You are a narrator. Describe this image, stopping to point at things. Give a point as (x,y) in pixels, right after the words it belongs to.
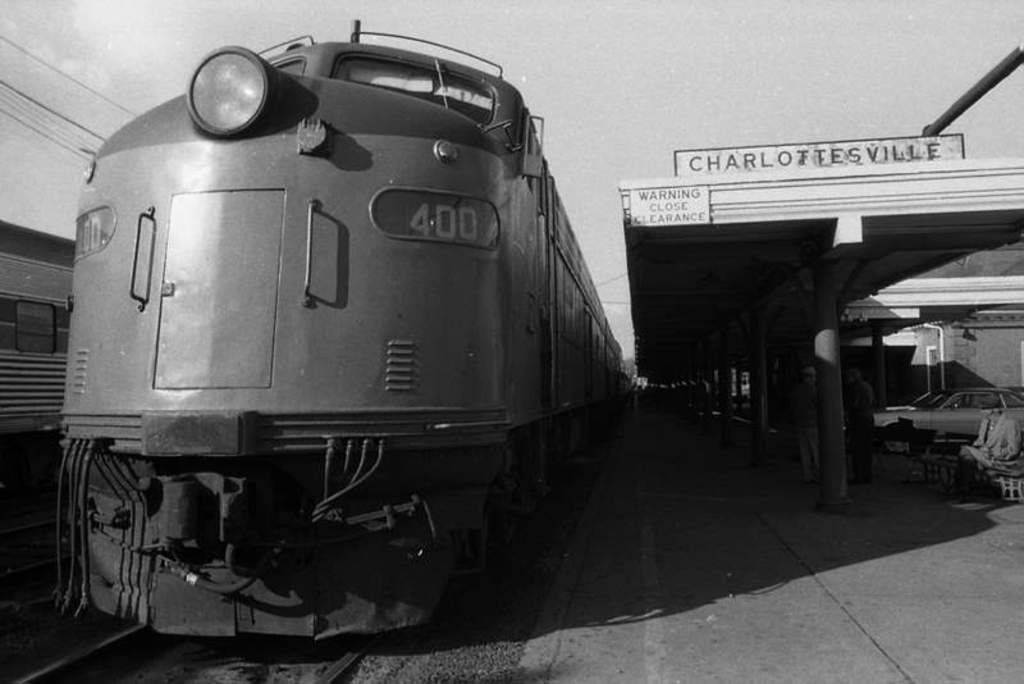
In the image we can see there are trains (483,316) standing on the railway tracks (64,672) and there is a platform (969,570). There are people (999,463) standing on the platform (787,611) and there are cars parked on the platform (790,486). There is a hoarding (817,170) kept on the building (988,361) of the platform (967,555) and the sky (746,5) is clear. The image is in black and white colour.
